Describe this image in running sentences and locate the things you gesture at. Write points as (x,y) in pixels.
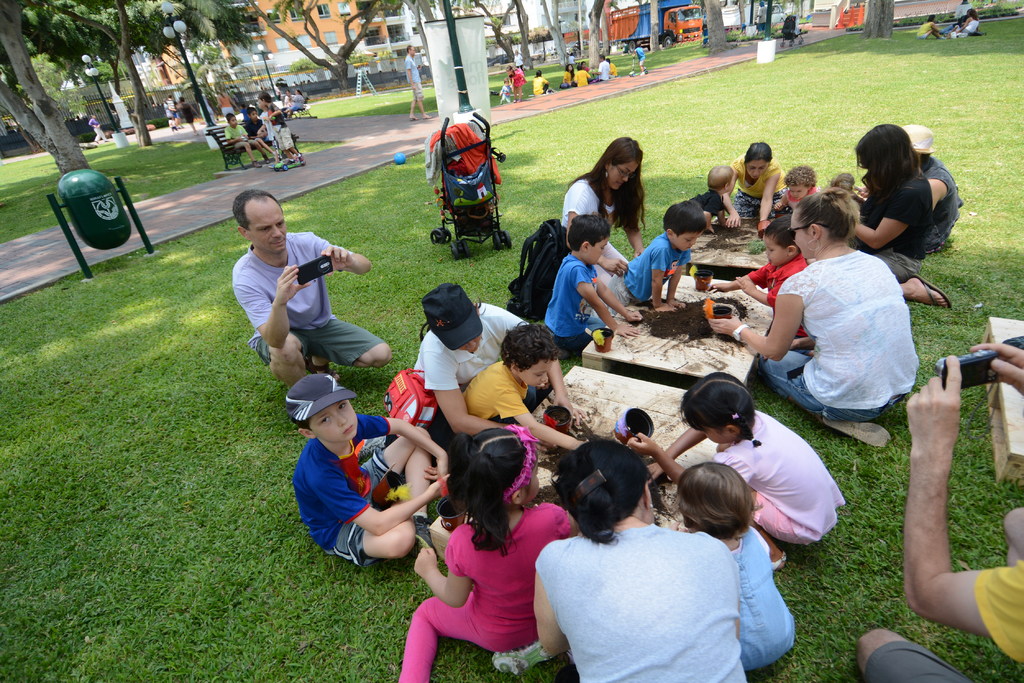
In this image we can see persons (527,413) sitting on the ground (664,208) and the kids (691,395) are playing with sand (665,330). In addition to this we can see buildings (298,27), fence (159,92), street poles (180,45), street lights (96,61), trees (129,0), bins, persons (227,123) sitting on the benches (231,148), prams (428,157) and motor vehicles (643,25).
